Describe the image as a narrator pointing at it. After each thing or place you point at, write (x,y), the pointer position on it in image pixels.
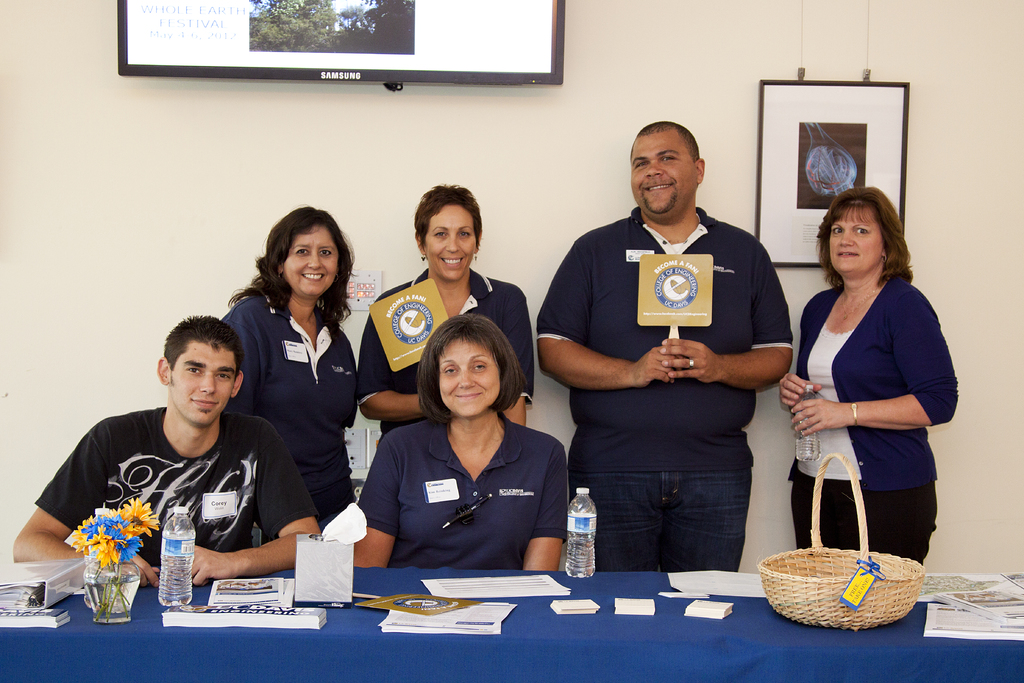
This picture describes about group of people (470,376), few people (483,439) are seated and few are standing, in front of them we can see few bottles (581,570), papers (433,593), books (292,589), flower vase (98,591) and a tub (777,593) on the table (614,630), behind them we can see a wall painting (774,151) and television (468,55) on the wall (730,98).
